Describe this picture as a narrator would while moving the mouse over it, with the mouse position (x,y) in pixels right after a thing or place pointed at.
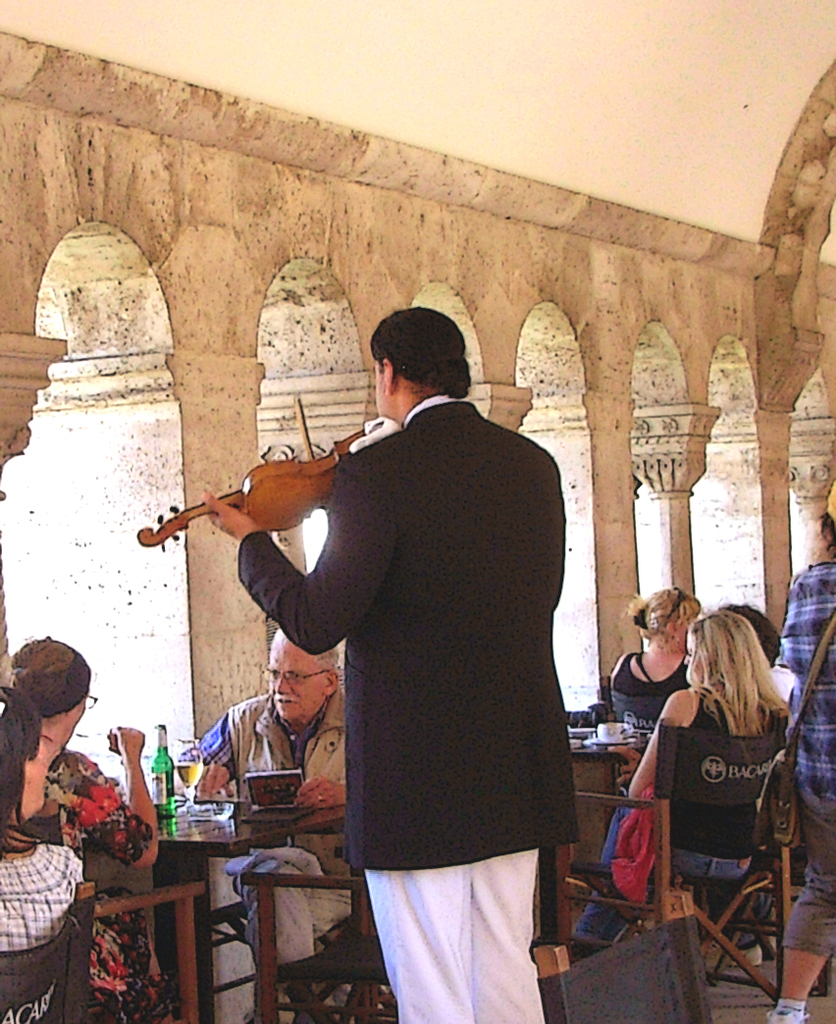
A person (469,736) wearing a black and white dress (415,604) is holding a violin (313,471) and playing. There are many people (279,750) sitting and there are tables (260,823) and chairs (200,895). On the table (214,815) there are bottle (162,747), glass (189,773). In the background (165,421) there are pillars (678,509).
